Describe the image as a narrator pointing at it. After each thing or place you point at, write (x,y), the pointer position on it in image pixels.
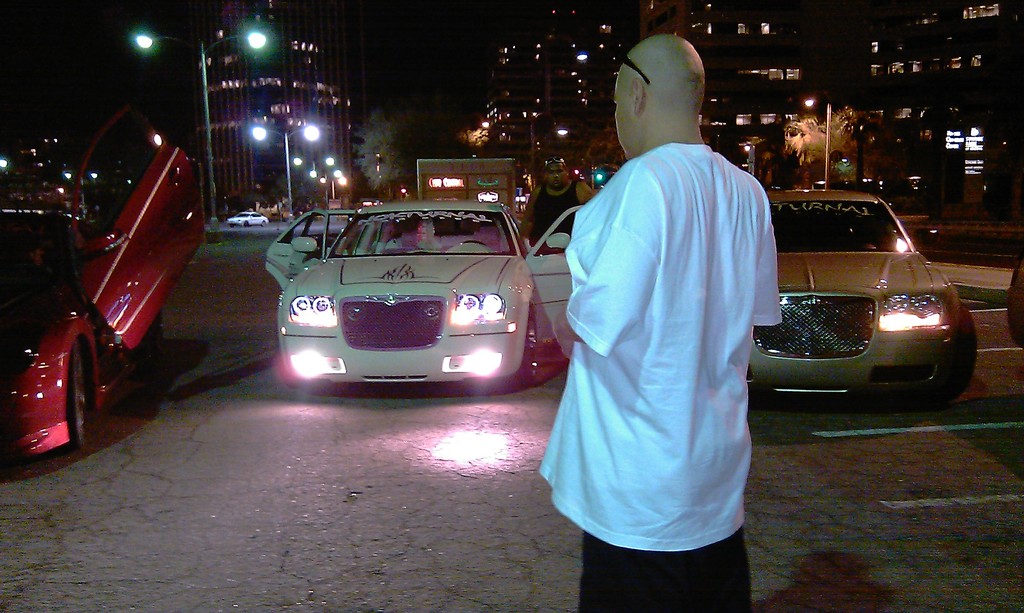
This picture is taken during night in the picture there is a road (228,436), on the road (222,421) there are some vehicles (873,264), persons (667,251), in the background (401,196) there are some buildings (752,109), light poles (830,121), trees (843,122) vehicle (238,220) visible.
